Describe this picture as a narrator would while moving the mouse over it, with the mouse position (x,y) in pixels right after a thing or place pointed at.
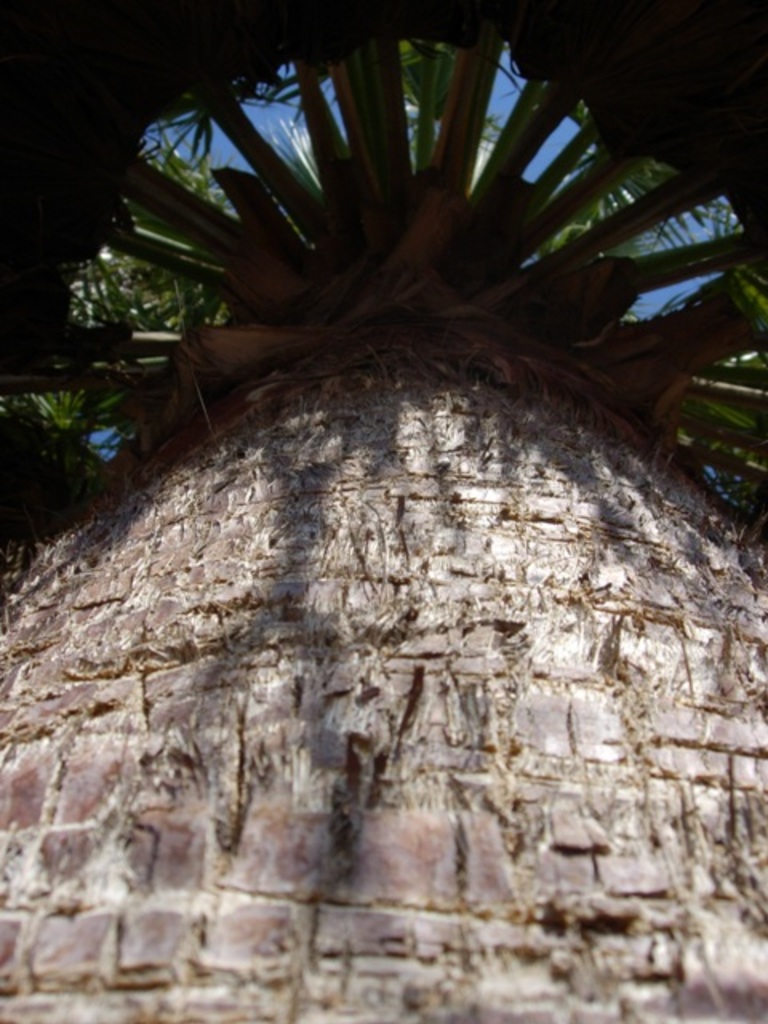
In this image we can see the bark (453,579) of a tree (431,451) and its branches (615,190). We can also see the sky (694,226).
